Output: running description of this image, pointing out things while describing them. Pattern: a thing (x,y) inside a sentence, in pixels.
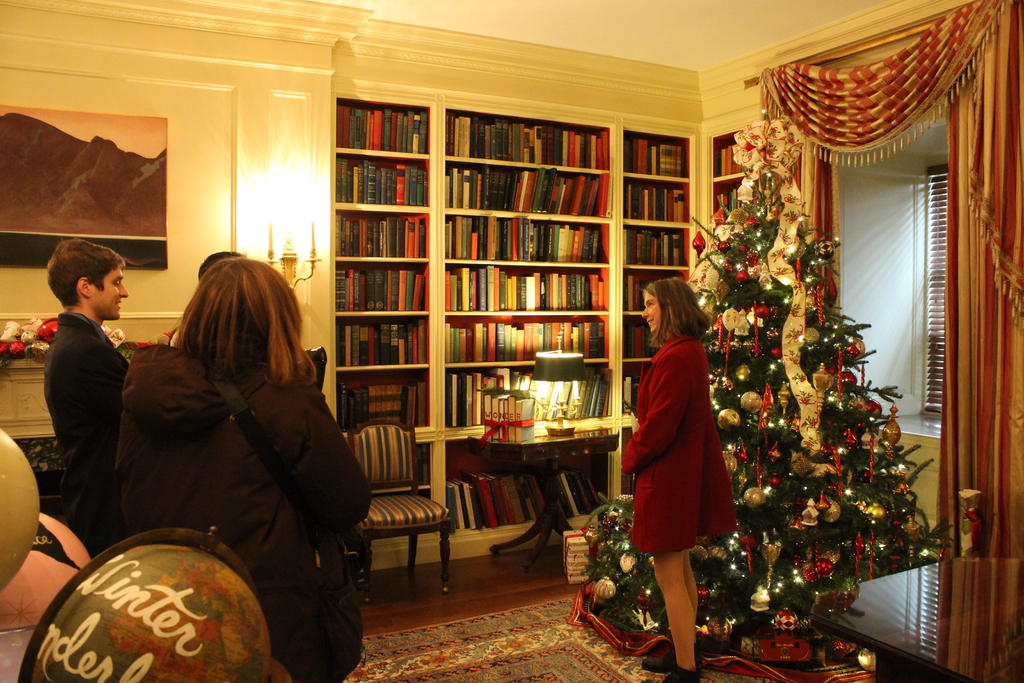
This picture shows a woman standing near Christmas tree (720,383) and we see a bookshelf (580,115) and we see three person (285,628) standing and we see a light (285,273).
